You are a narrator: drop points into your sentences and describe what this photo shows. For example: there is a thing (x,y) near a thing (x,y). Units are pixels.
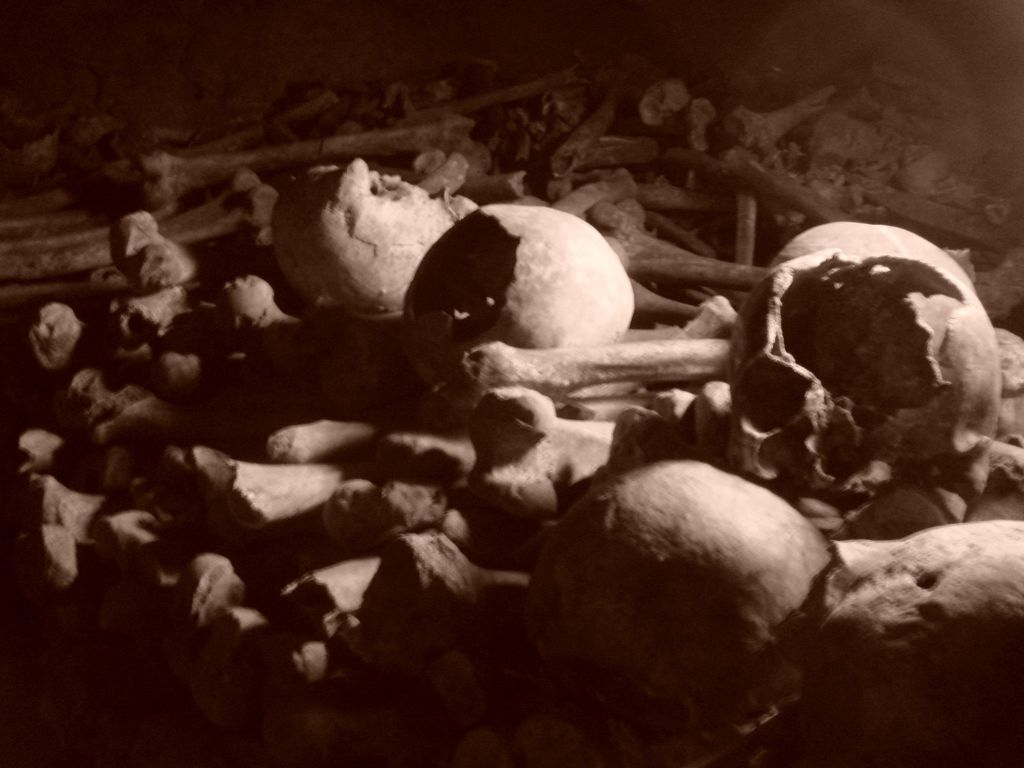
This image contains few skulls (704,604) and bones (296,482) on the land (469,423).
